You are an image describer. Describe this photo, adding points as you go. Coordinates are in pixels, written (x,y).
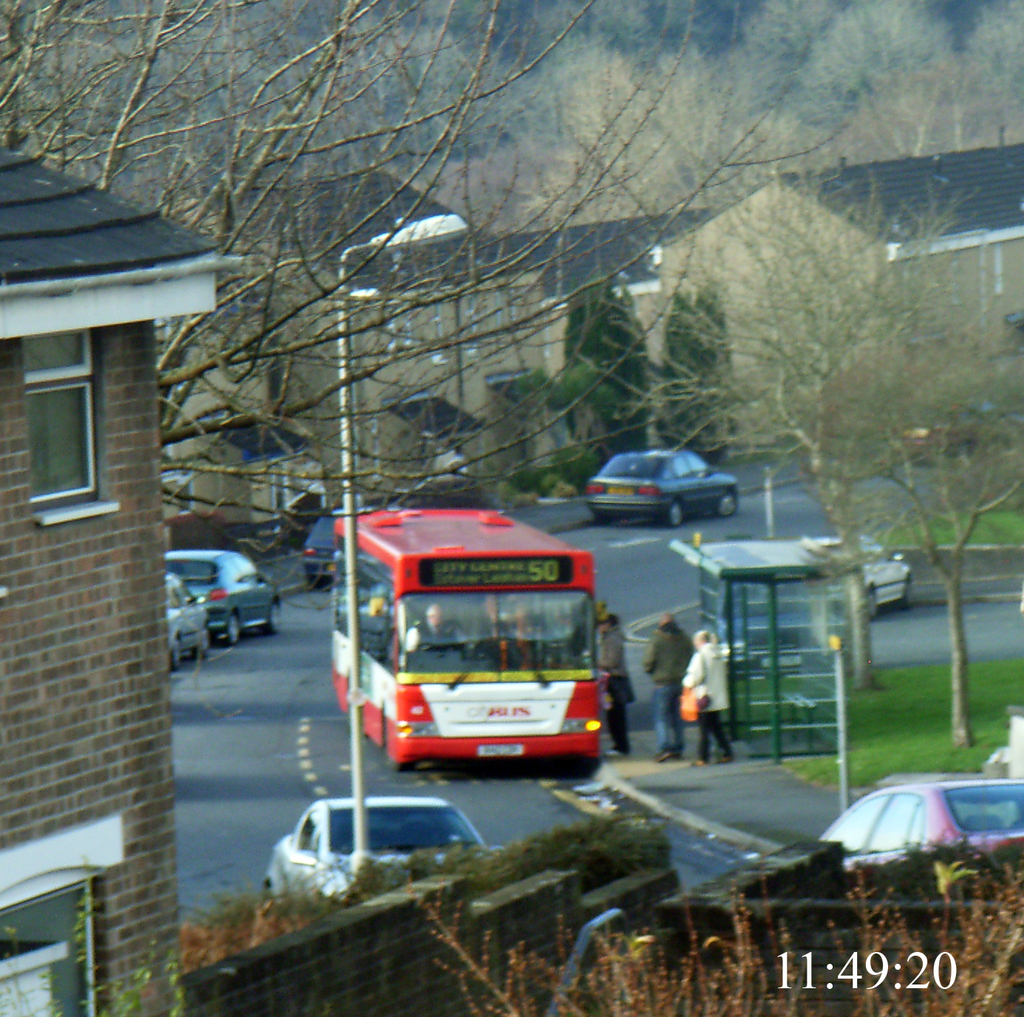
This image consists of building (39,181) on the left side (128,455). There are trees (18,19) in the middle (357,360). There are vehicles (441,537) in the middle (483,645). There are some persons (681,628) in the middle (675,675).
